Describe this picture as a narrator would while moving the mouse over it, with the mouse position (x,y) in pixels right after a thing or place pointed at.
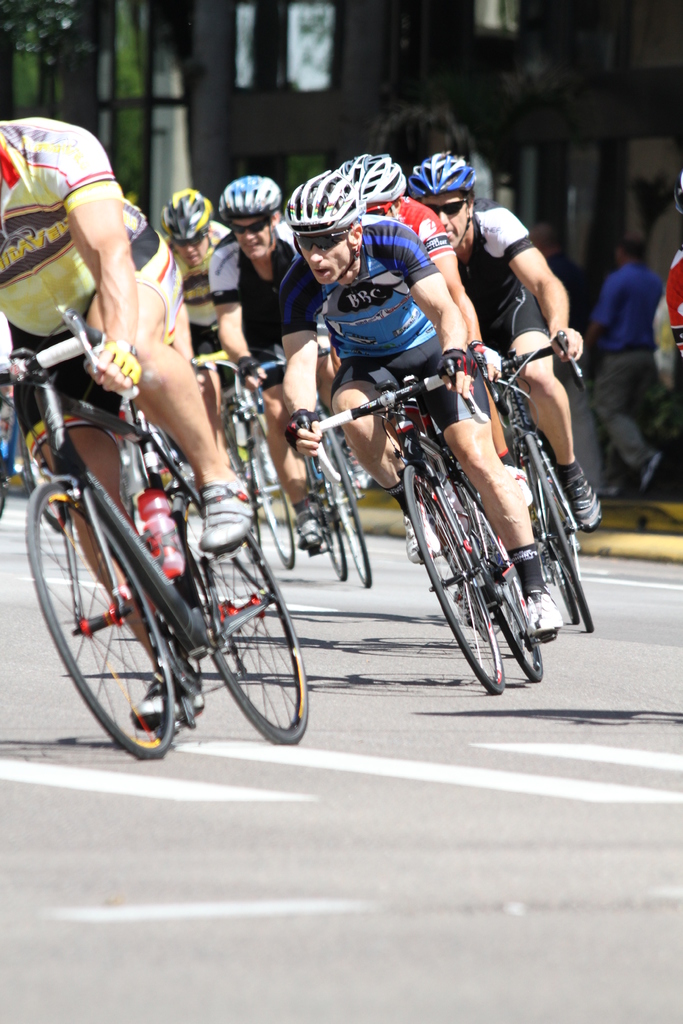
In this Image I see men (526,237) who are on the cycle (2,463) and all of them are wearing helmets (326,223) and shades (255,229). In the background (540,232) I see few people (609,483) who are on the path (677,544).
